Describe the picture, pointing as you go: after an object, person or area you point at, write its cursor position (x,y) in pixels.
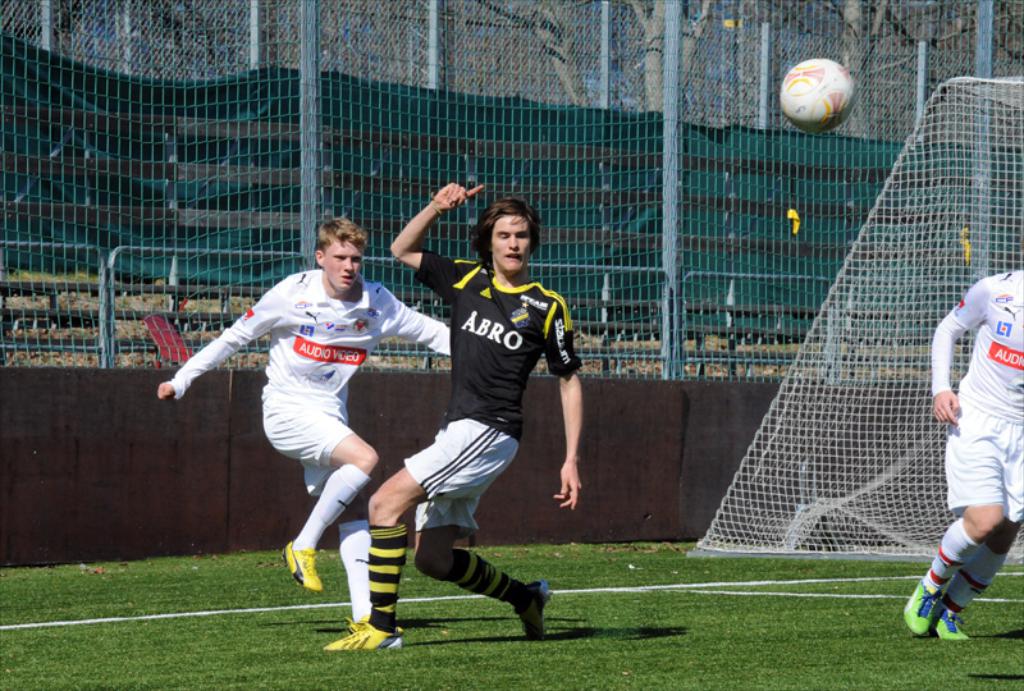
This image is clicked on the ground (894,598). There are three people (573,423) in this image. They are playing game. There is net (105,53) behind them. There is a ball (804,73) at the top (801,89). There are trees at the top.
